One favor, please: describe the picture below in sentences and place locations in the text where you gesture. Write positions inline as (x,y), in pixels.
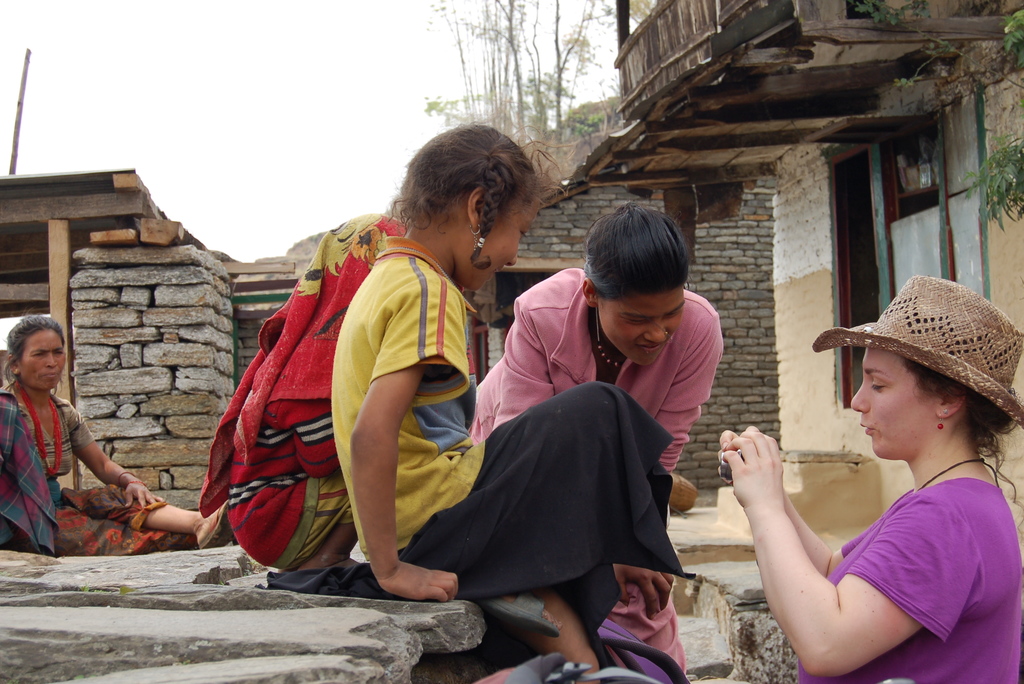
In the center of the image (405,282) there is a girl (435,504) sitting on the ground (437,625). On the right side of the image (888,541) we can see woman (865,644) standing on the ground (79,614). On the left side of the image (46,362) we can see woman (41,486) sitting on the ground (87,592). In the background (35,109) we can see building (628,60), bricks wall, tree (587,120) and sky (192,97).
